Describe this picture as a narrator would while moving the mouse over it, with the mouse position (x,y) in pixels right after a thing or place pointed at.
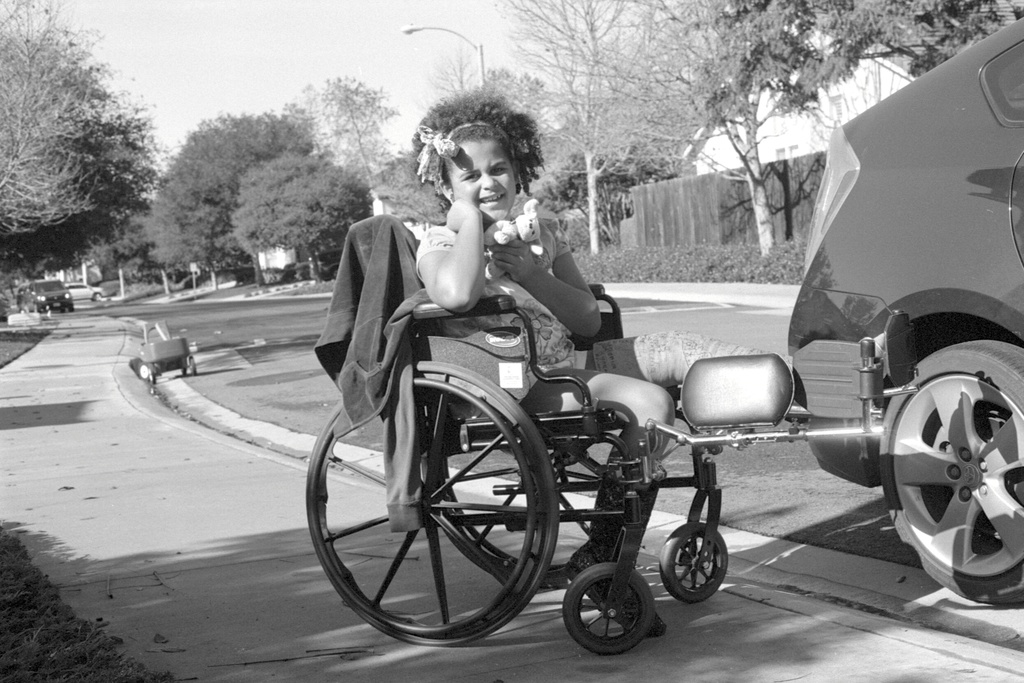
This is a black and white image and we can see a kid (561,309) sitting on the wheel chair (580,462) and there is a coat (376,291) and we can see a car (889,286) and a toy trolley (163,347). In the background (190,139), there are trees (143,256), poles (120,273), a light (482,66) and some other vehicles (85,287) and sheds (722,154). At the bottom (177,477), there is road (263,316) and at the top (207,59), there is sky (221,45).
